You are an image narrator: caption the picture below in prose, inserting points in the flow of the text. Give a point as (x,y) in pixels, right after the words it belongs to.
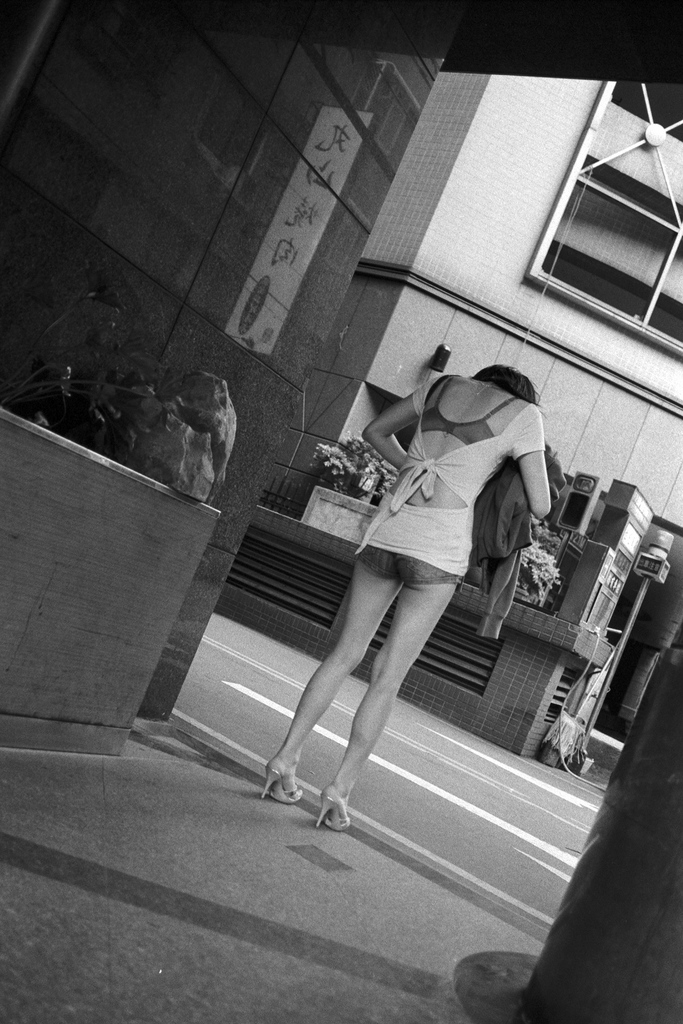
In the center of the image (398,565), we can see a lady (479,480) holding a coat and in the background (363,472), there are flower pots (343,447) and we can see buildings (596,267). At the bottom (485,823), there is road (481,820).
